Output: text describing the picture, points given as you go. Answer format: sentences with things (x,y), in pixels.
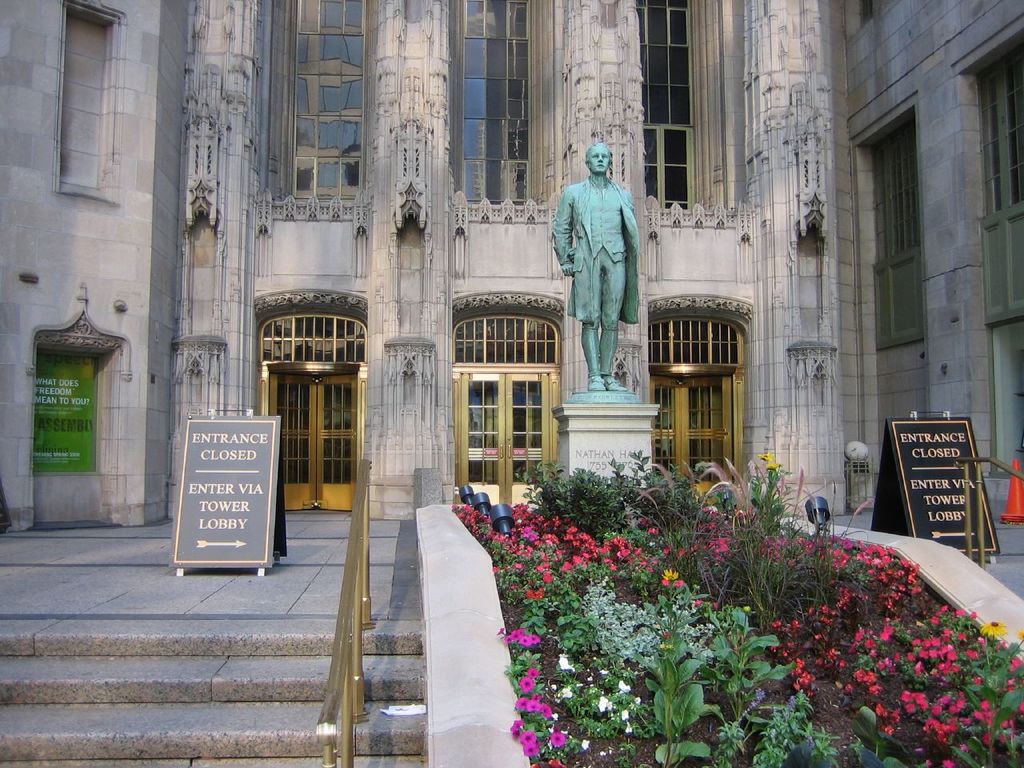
In this picture we can see there are plants (616,508) and on the left (250,502) and right side of the plants (595,503) there are boards (889,484) and behind the plants (594,524) there is a statue (612,206) and building (291,332) with doors (485,453).
